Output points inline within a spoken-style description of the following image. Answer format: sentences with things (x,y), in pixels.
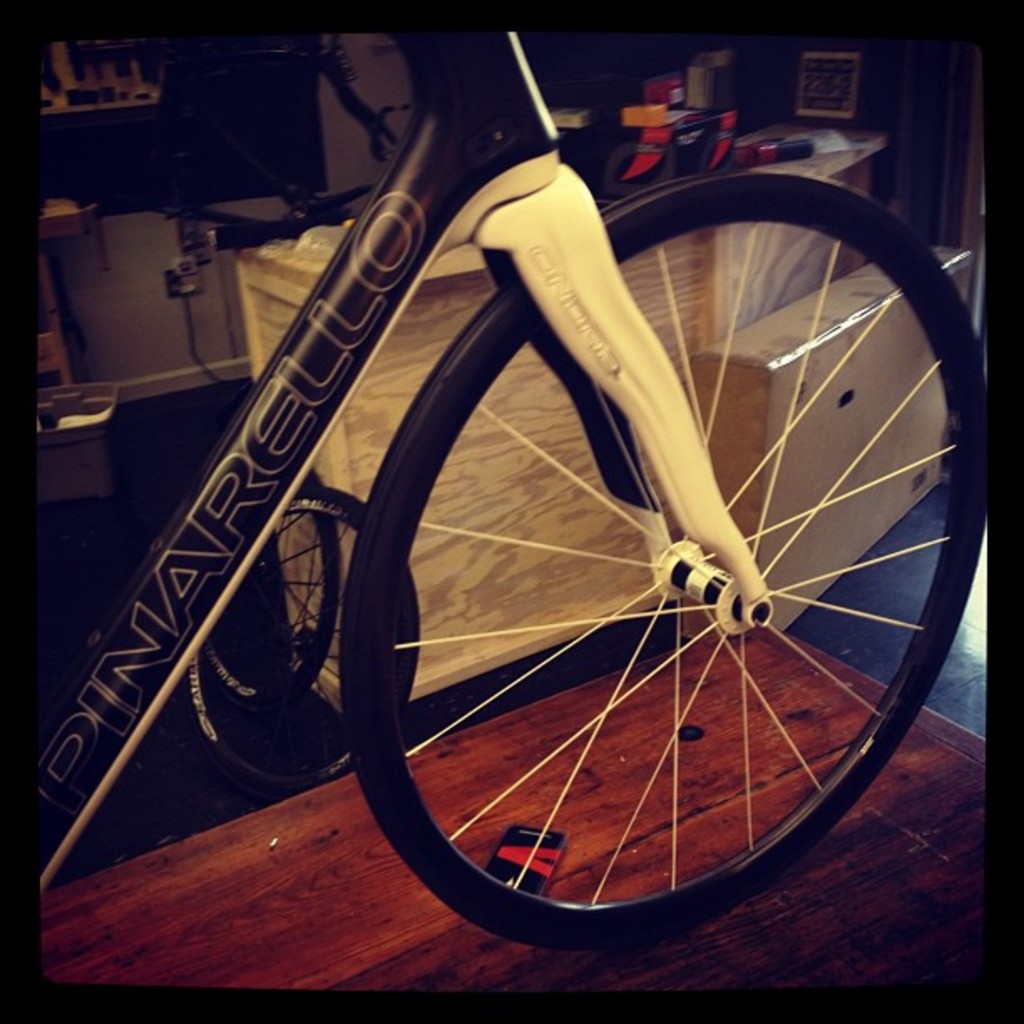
This is an edited picture. I can see a bicycle (958,561) on the table (690,685), and in the background (826,563) there are some objects (422,585).
